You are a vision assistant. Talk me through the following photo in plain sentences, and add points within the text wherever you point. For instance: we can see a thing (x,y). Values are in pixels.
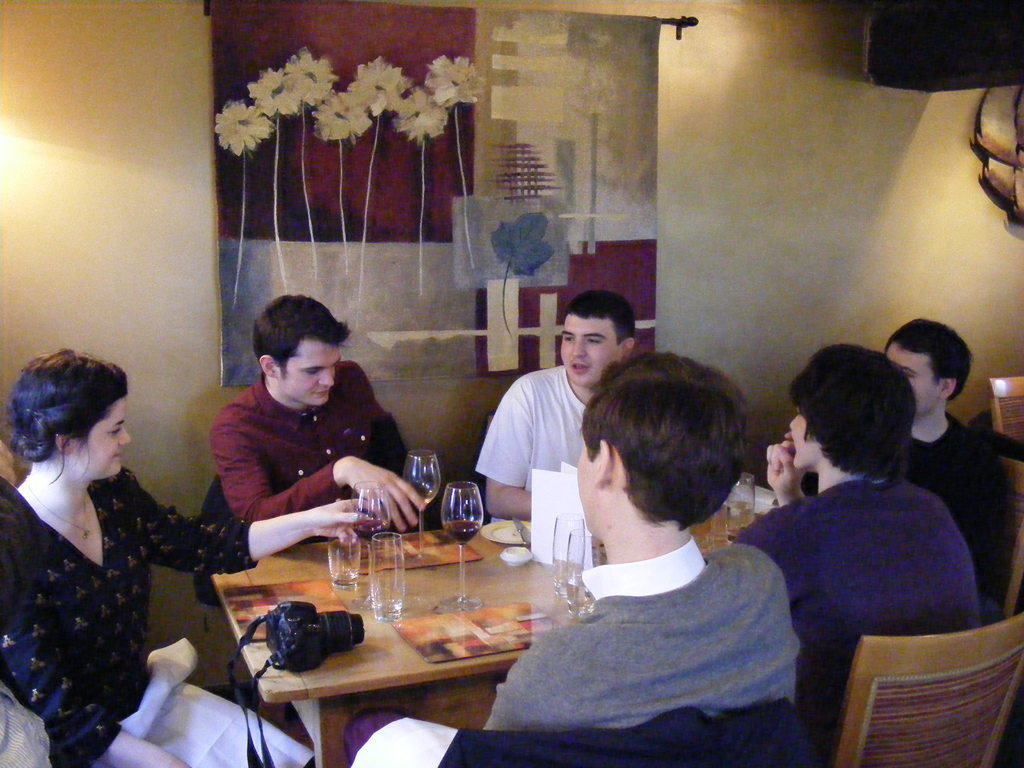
In this image i can see few people (839,474) sitting on chairs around the table (372,663), On the table (379,632) i can see a camera (304,630), few glasses (400,554), a plate (498,532) and few tissues (570,483). In the background (834,205) i can see a wall (839,231) and a designer cloth (416,138).
